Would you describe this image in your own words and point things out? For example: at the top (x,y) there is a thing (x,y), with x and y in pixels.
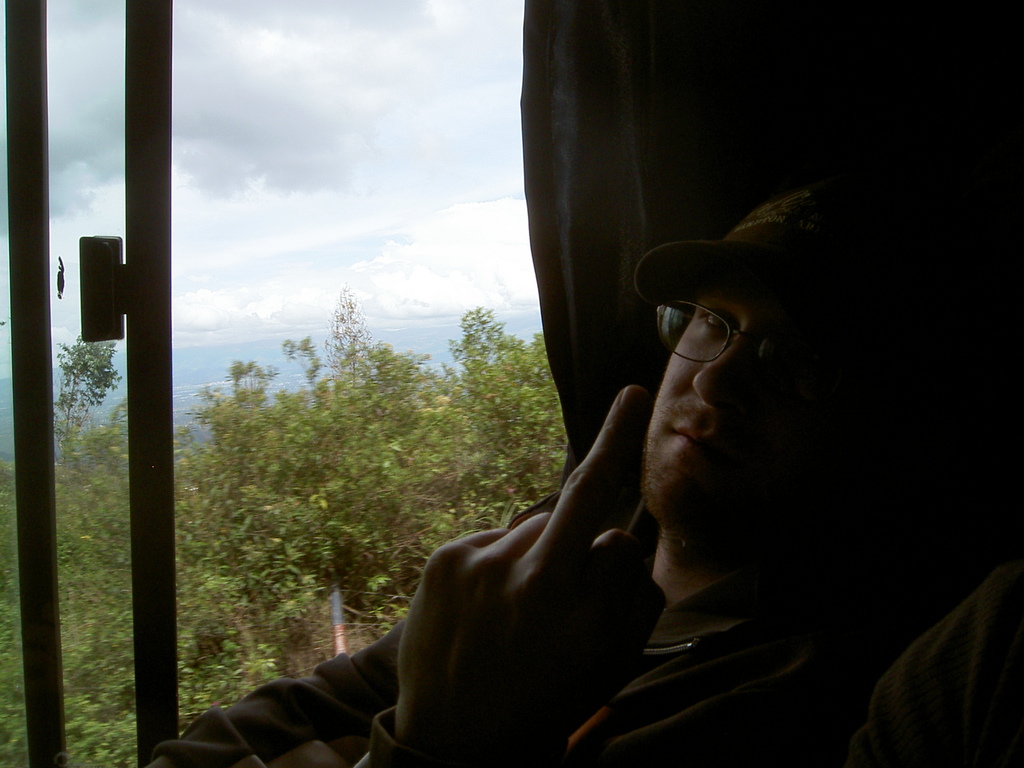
In this image there is a man (690,605) sitting on the seat (929,563), in the background (228,671) there are trees (240,507) and sky (379,314).
